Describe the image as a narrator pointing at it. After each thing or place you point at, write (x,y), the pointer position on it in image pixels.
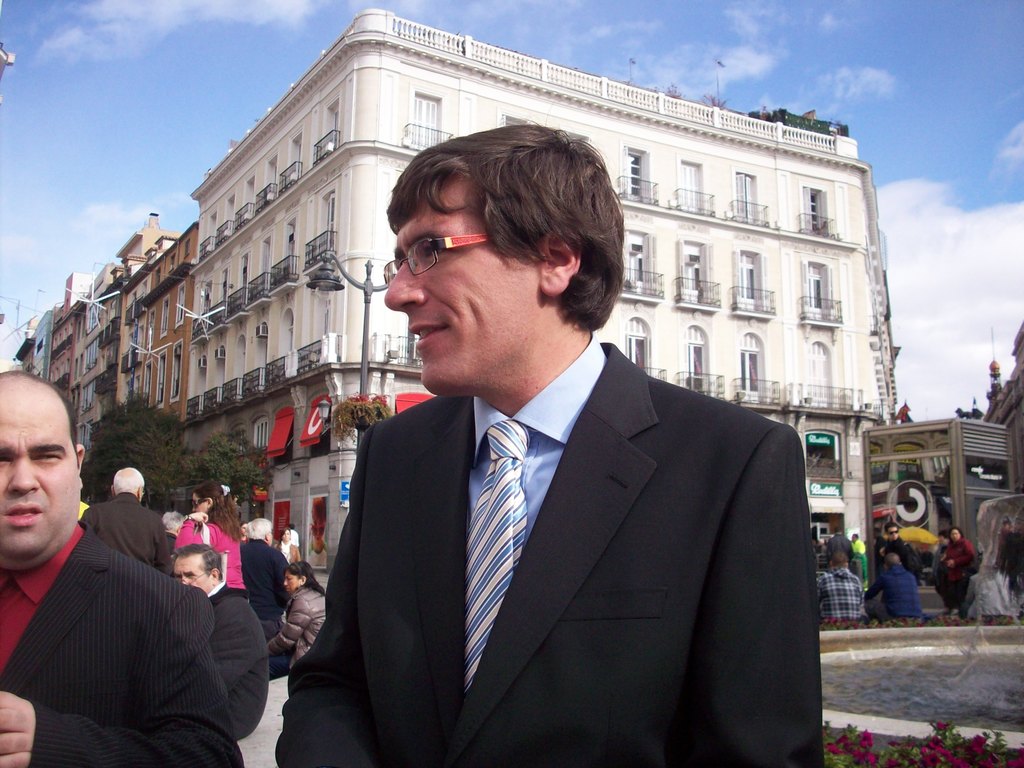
In this picture I can observe two men (409,536). Both of them are wearing coats (180,647). One of them is wearing spectacles (448,241). In the background (675,295) I can observe buildings (83,371), trees (219,463) and some clouds (943,190) in the sky (822,79).
